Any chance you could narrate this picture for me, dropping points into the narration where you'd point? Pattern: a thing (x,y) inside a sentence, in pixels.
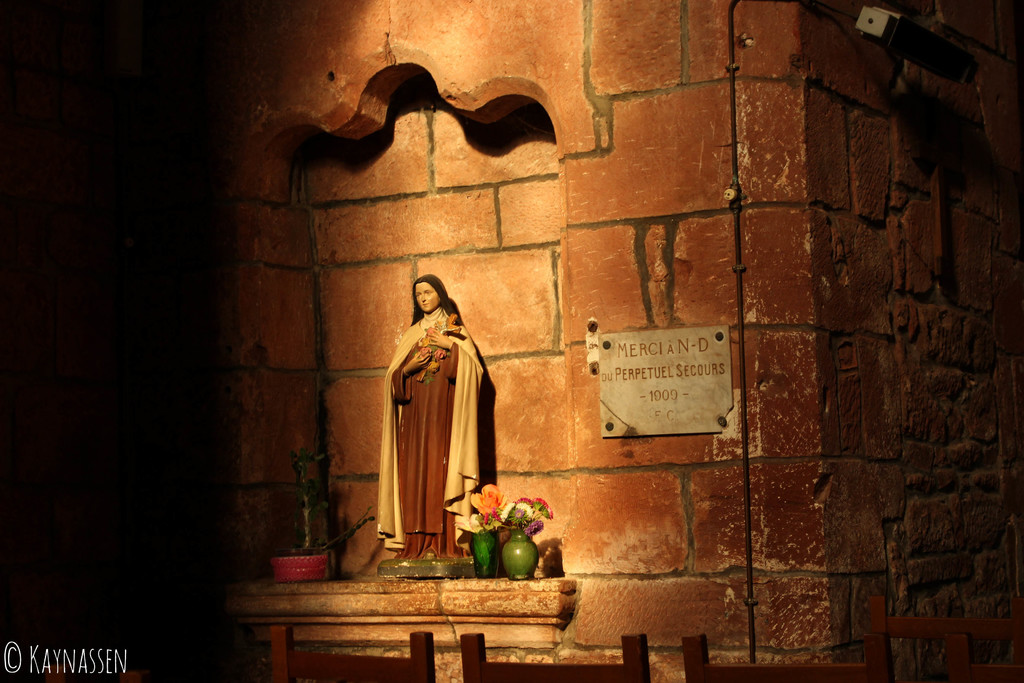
In this image there is an idol of a person (438,402), there are flowers (489,513), there is a flower vase (516,529), there are wooden objects (626,660) towards the bottom of the image (342,668), there is text (110,658) towards the bottom of the image (50,666), there is a wall (604,193), there is a board (654,347) on the wall (661,326), there is text (661,352) on the board (654,352), there is number (657,395) on the board (639,378), there is an object (899,33) towards the top of the image (909,46), the left of the image (89,314) is dark.
